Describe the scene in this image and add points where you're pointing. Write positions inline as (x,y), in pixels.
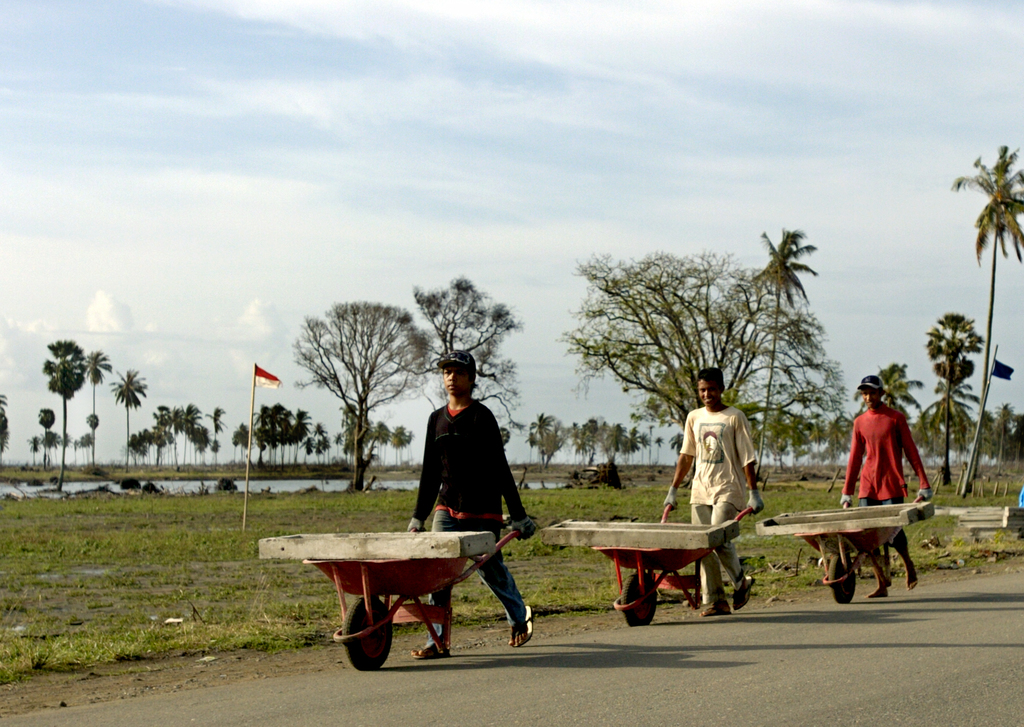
In this picture, we see three men (445,491) are pushing the wheelbarrow (430,607). At the bottom (687,698), we see the road (542,651). Beside that, we see the grass (199,635). In the middle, we see a flag pole (253,383) and a flag (267,379) in white and red color. On the right side (984,518), we see a concrete slabs (974,520), flag pole (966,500) and a flag (993,375) in blue color. There are trees (65,350) and a water body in the background (307,463). At the top (404,55), we see the sky (267,292).
